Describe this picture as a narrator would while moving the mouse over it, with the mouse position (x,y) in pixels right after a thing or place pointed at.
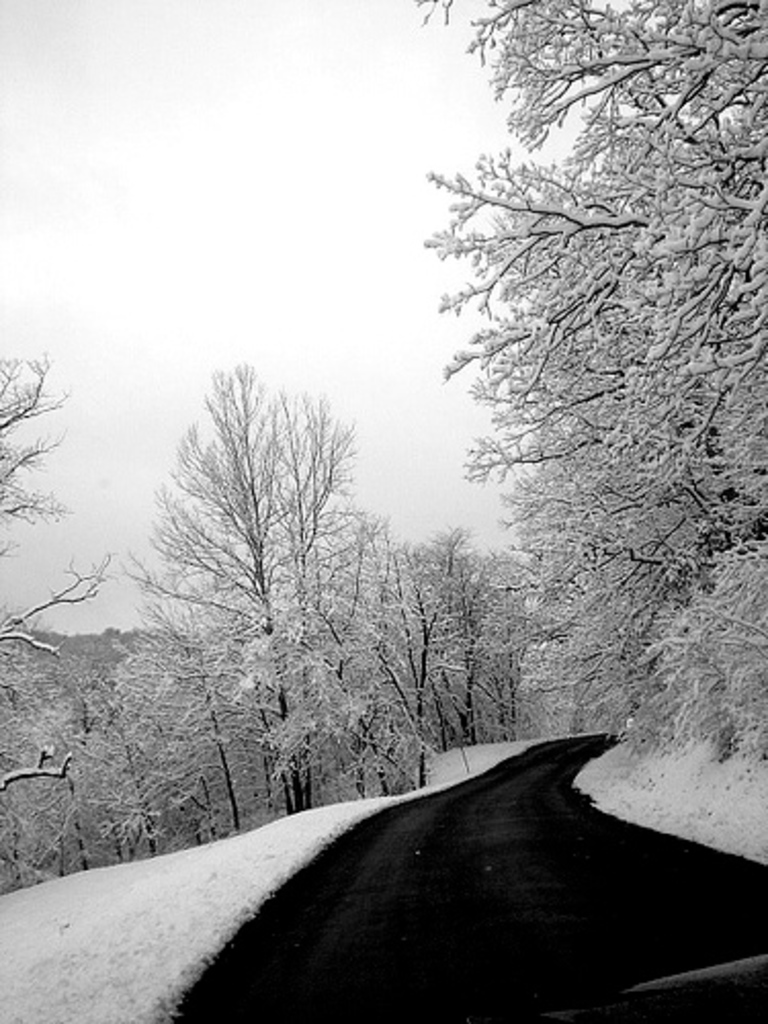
In this image we can see the trees (435,570) and in between the trees (419,763) we can see the road (296,910) and snow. In the background (360,277), we can see the sky (317,284).
